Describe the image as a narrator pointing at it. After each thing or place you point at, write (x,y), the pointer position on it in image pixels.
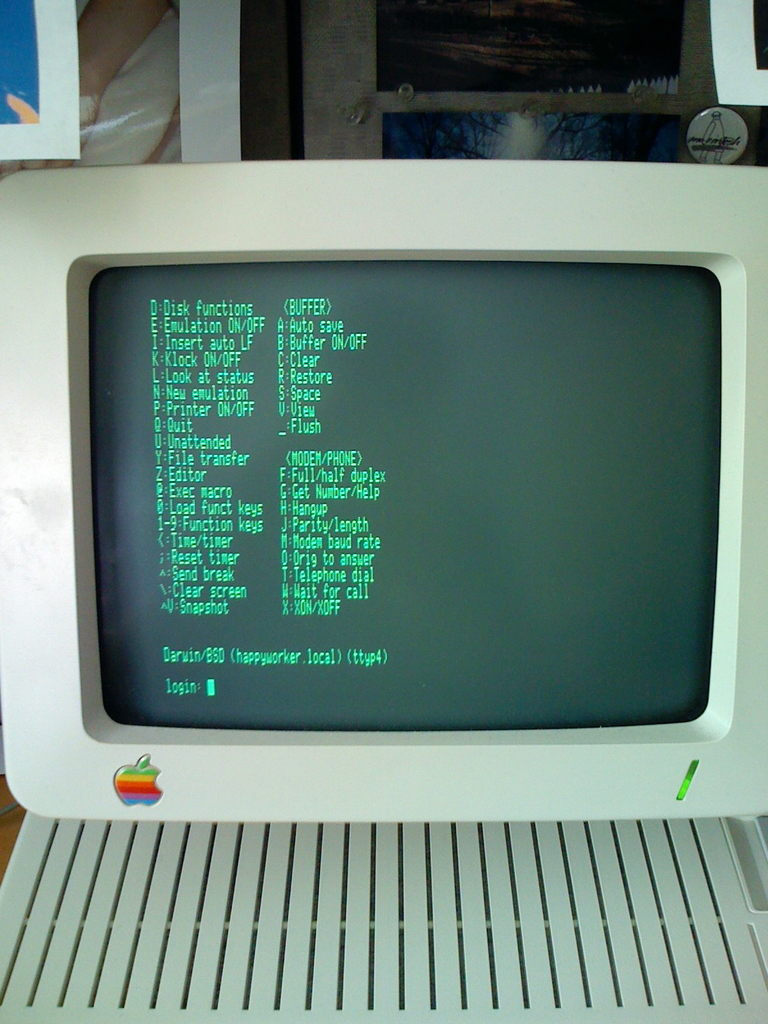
Here we can see a monitor (346,614). In the background (387,48) there are frames (569,155).
